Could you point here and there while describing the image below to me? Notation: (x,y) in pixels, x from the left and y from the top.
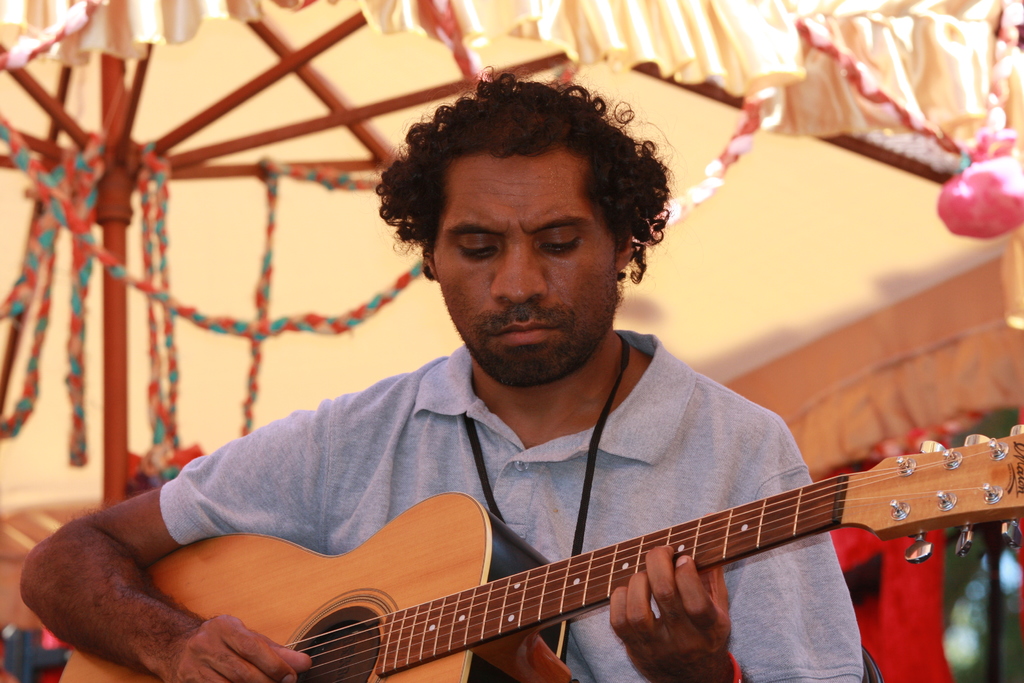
A man (552,479) is playing guitar (375,539) under a tent (796,203).
